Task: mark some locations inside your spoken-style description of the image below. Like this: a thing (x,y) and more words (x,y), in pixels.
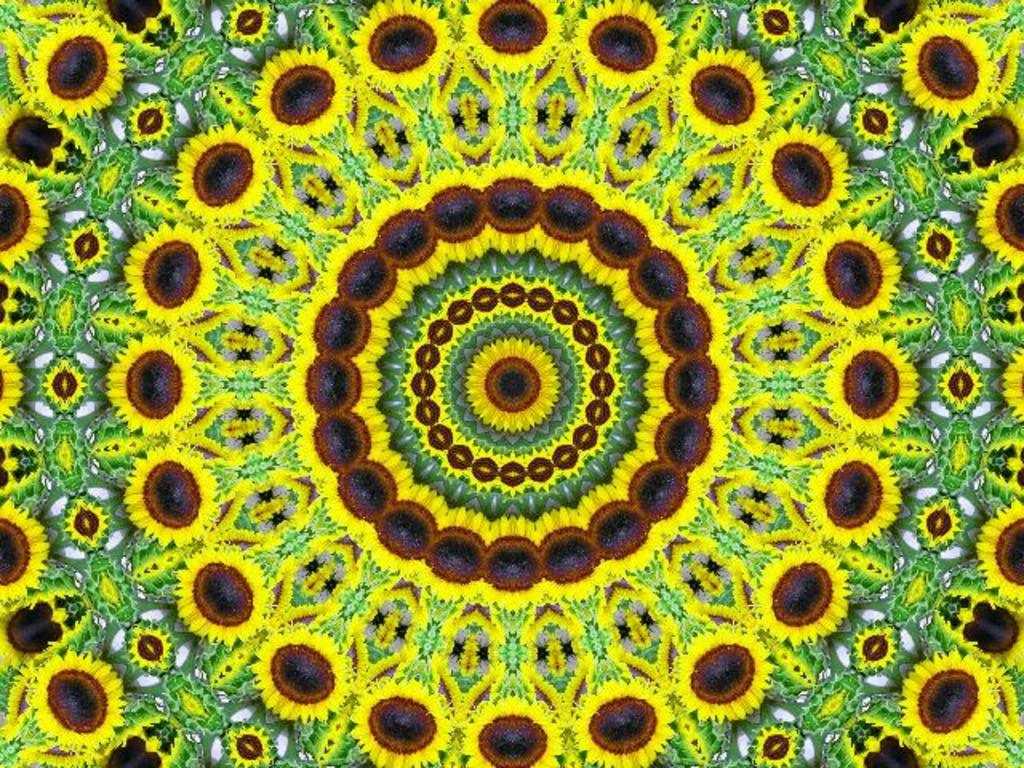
In this image I can see design (215,343) which is in yellow, green, brown and black colour. I can also see depiction of sunflowers (383,79) in this design (413,338).
